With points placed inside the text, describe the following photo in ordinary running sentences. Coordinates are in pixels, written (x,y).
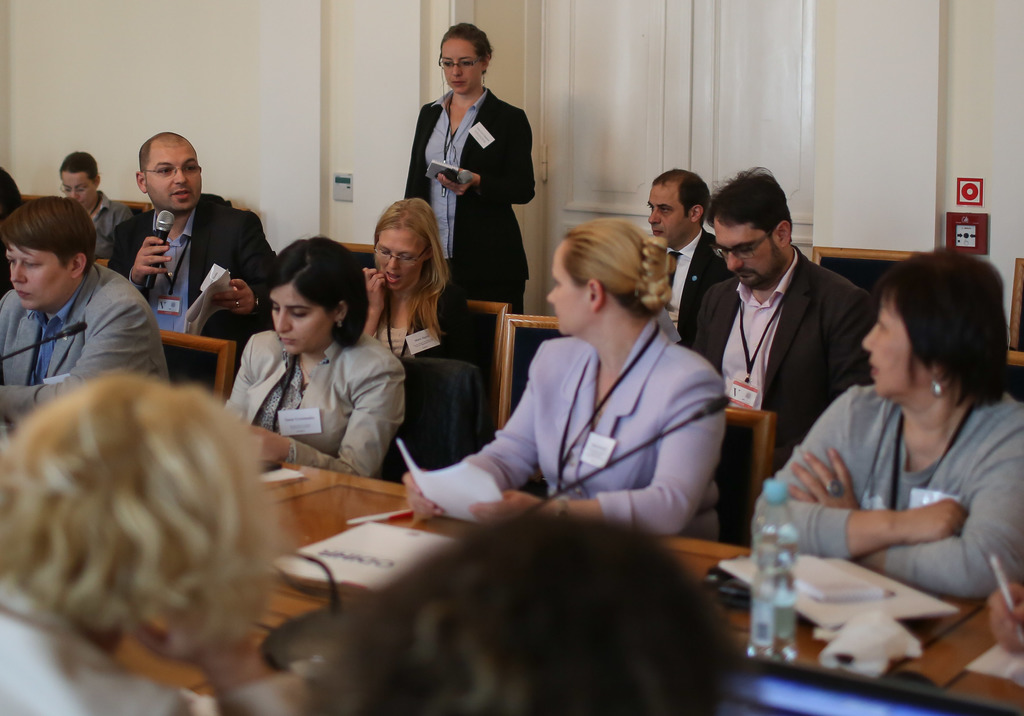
In the picture we can see some people (625,492) are sitting on the chairs (839,250), they are in blazers (7,326) and tags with Id cards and behind them, we can see a woman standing she is also wearing a blazer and holding a mobile phone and in front of the people (921,265) we can see a desk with some papers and water bottle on it, and in the background (980,68) we can see a wall (57,62).
